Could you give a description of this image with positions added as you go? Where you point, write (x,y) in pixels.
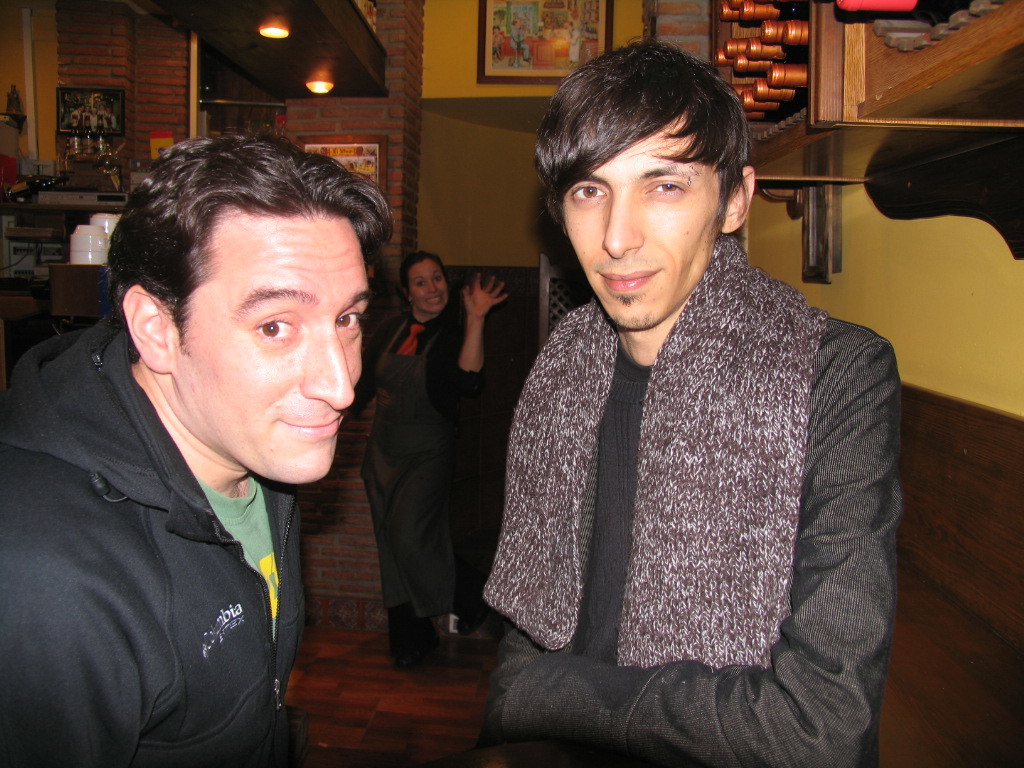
On the left side (179,412), there is a person (179,412) in a black color jacket (114,510), smiling. On the right side (855,551), there is another person (730,152) smiling. In the background (441,404), there is a woman (444,389) smiling and showing a hand (478,280), there are lights (323,85) attached to the roof (296,67), there are photo frames (519,14) attached to the walls (173,75) and there are other objects (824,17).
